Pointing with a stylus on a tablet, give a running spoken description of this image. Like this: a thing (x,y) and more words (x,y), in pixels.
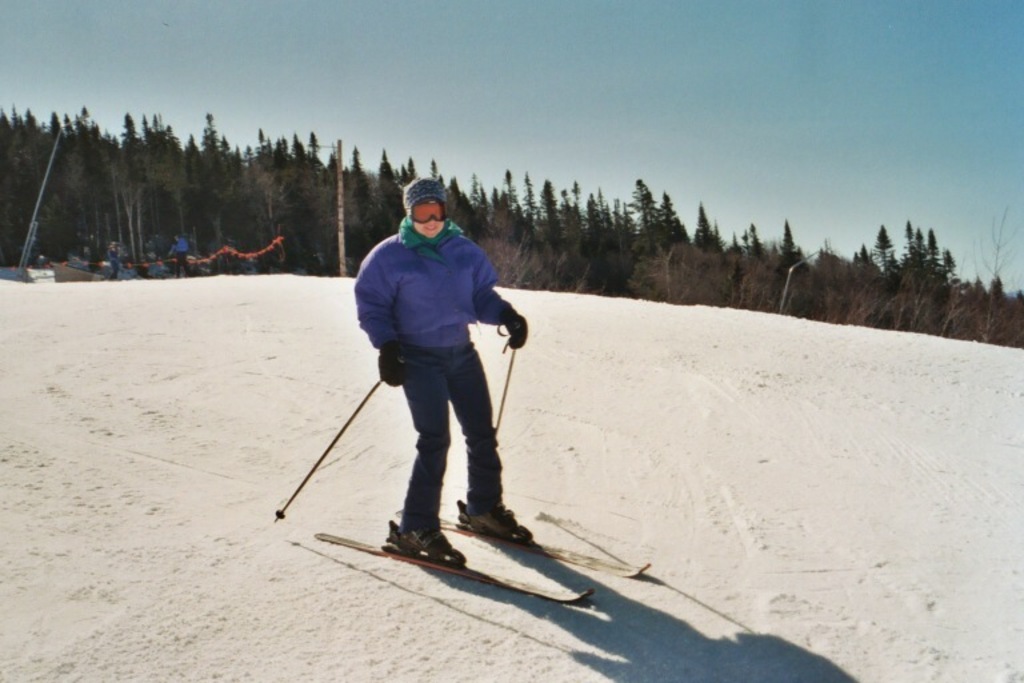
In the image we can see there is a person (466,359) who is standing on the skiing boards (422,559) and on the ground (479,540) there is lot of snow (346,523) and at the back (280,250) there are lot of trees (269,259) and the person (447,286) is wearing goggles (429,215) and jacket (419,281).
